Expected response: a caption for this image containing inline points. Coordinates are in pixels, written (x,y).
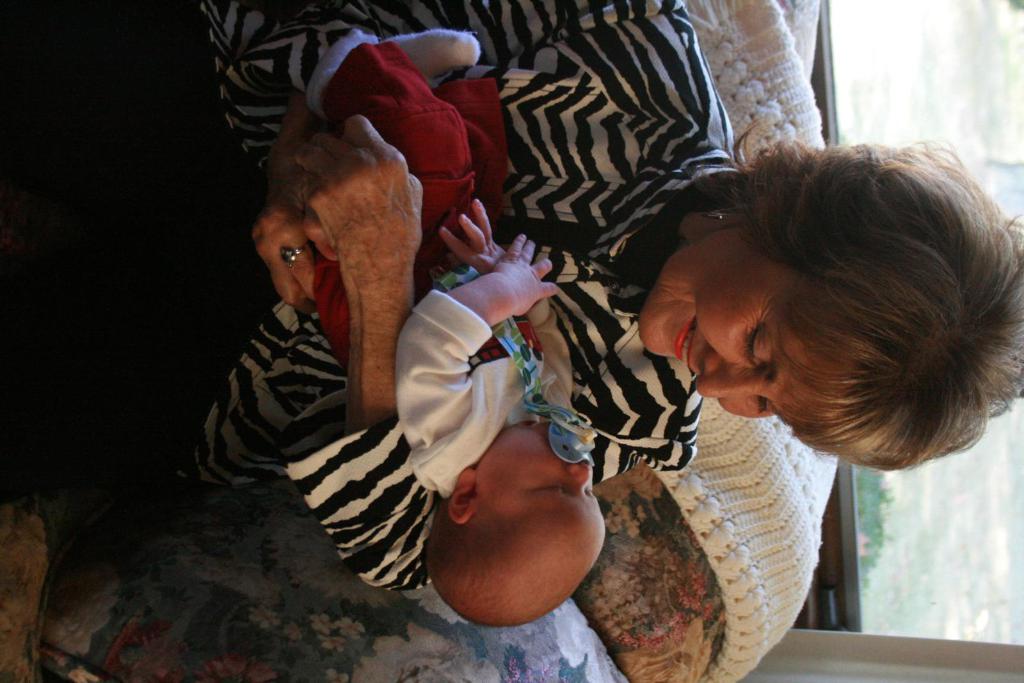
In this picture I can see a woman (603,295) sitting on the sofa (356,668) and holding a baby (459,55). I can see a cloth (759,477) on the sofa (91,585) in the back (785,533) and looks like a curtain (824,630) on the right side (776,639) and I can see a plastic nipple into baby's mouth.
